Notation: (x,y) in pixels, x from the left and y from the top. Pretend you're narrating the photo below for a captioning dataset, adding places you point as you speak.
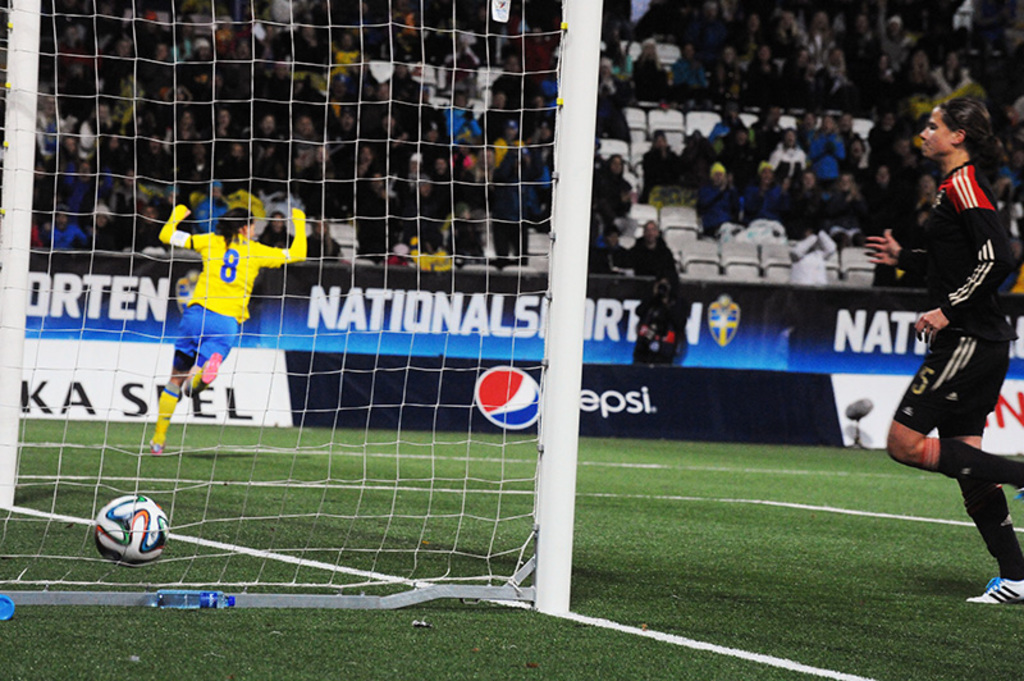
On the left side (25,240) there is a goal post (580,251) and a ball (132,516). On the right side (987,274) there is a person (938,314). On the ground (709,536) there is grass (678,556). In the back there are many people (612,200) sitting on the chairs (762,238).
